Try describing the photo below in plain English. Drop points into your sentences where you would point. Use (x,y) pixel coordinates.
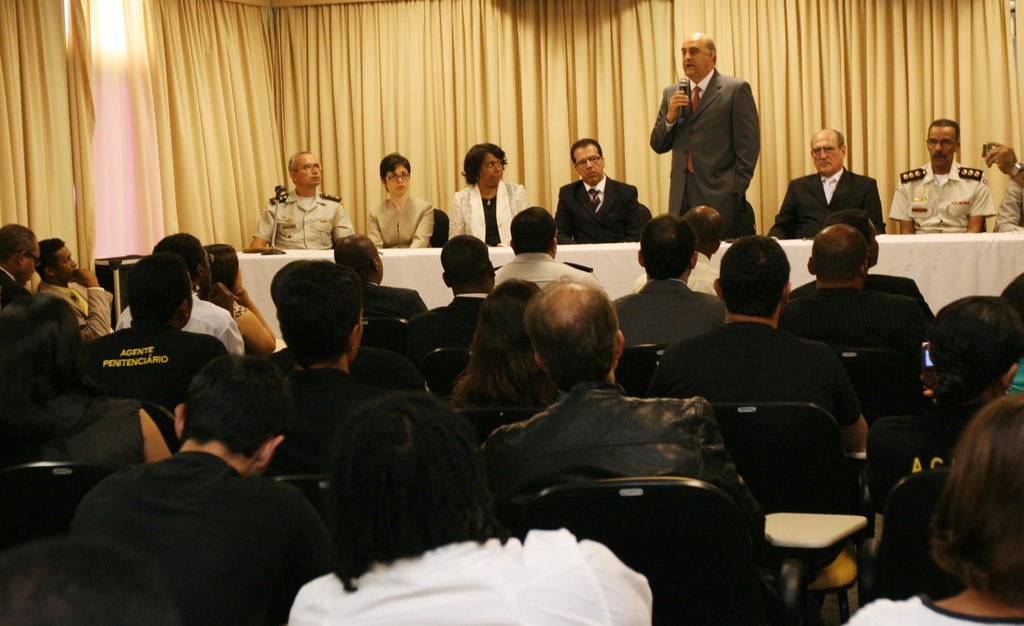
In this picture I can see few people (457,454) are sitting in the chairs (796,407) and I can see a man (699,132) standing and speaking with the help of a microphone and I can see few curtains (531,88) in the back (219,83) and I can see a table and a cloth (581,259) on it.
